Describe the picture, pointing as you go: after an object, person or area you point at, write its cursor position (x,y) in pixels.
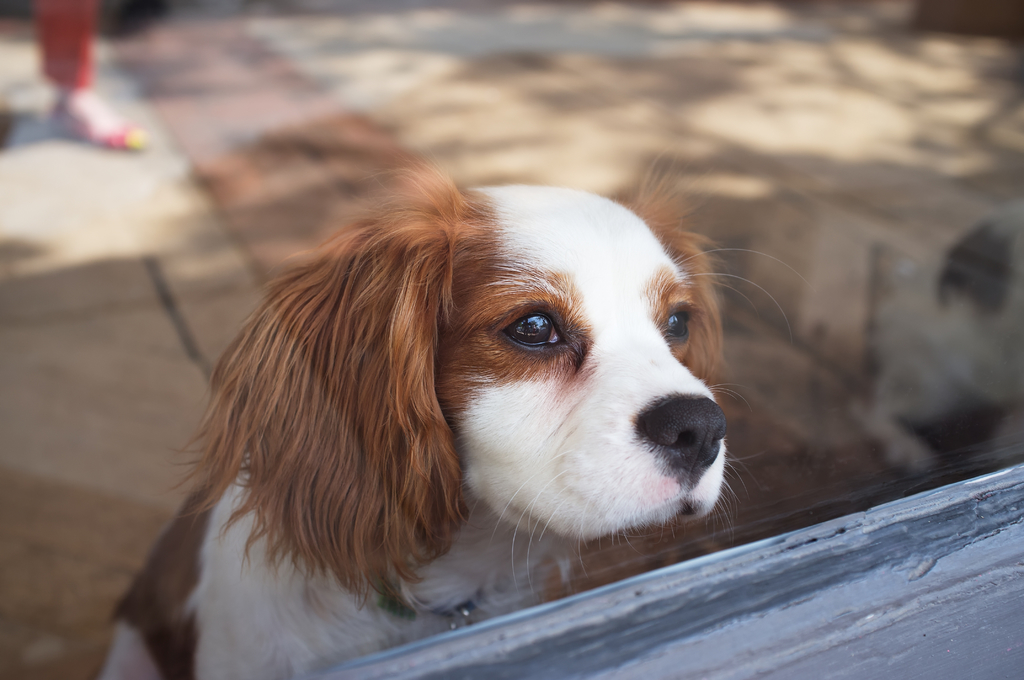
In the center of the image (465,361) there is a dog (465,579). In the background of the image (139,128) there is person's leg (81,113). At the bottom of the image (508,625) there is a wooden surface (902,610).
